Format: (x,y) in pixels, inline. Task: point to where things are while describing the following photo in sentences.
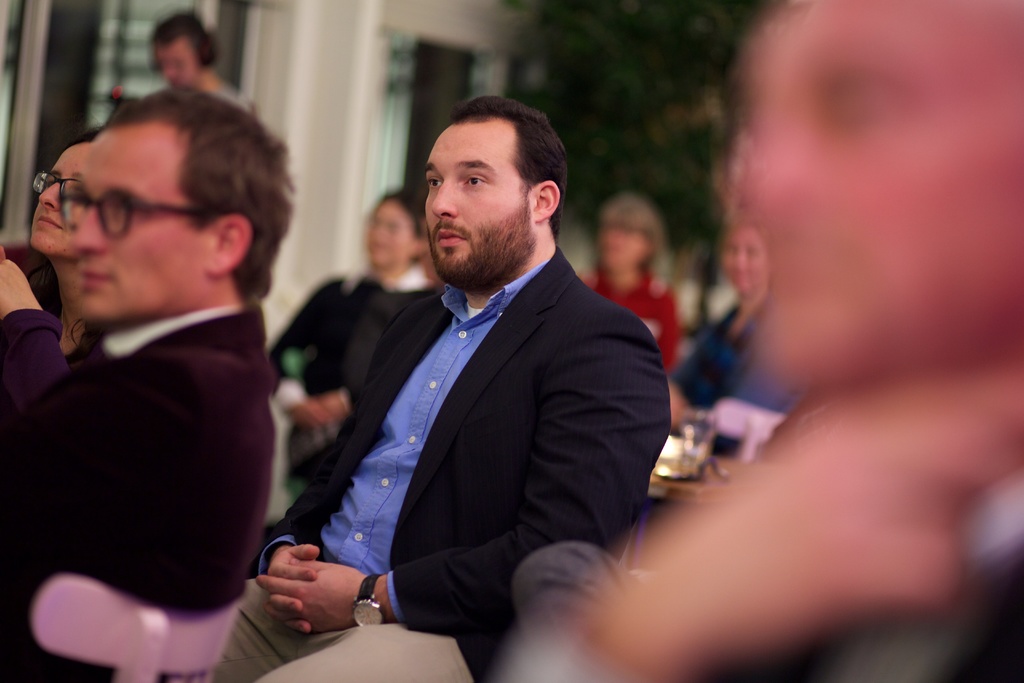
A man (639,414) is sitting, he wore a black color coat (567,444), blue color shirt (425,390). Few people (52,510) are sitting around him.
